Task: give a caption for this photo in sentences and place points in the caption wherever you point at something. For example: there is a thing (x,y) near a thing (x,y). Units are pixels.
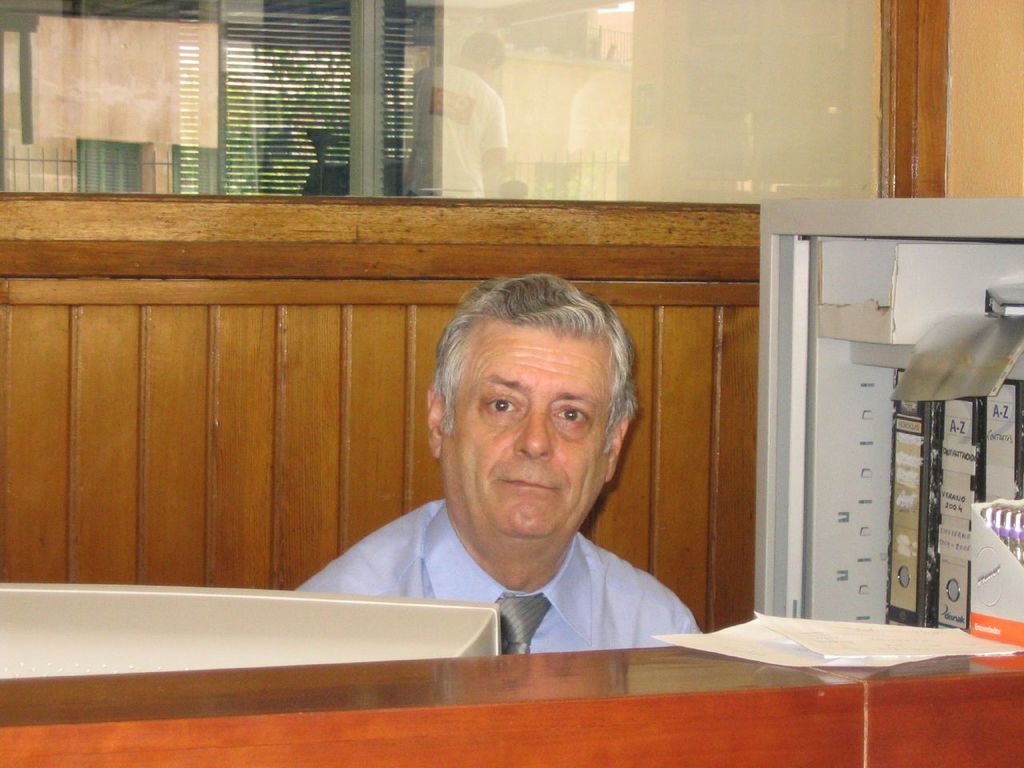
In this image we can see a person (426,568), in front of him there is a computer monitor (336,628), some files (919,519), and papers (812,642) on the table (621,704), behind him there is a wooden wall (553,263), with glass window (781,5).
